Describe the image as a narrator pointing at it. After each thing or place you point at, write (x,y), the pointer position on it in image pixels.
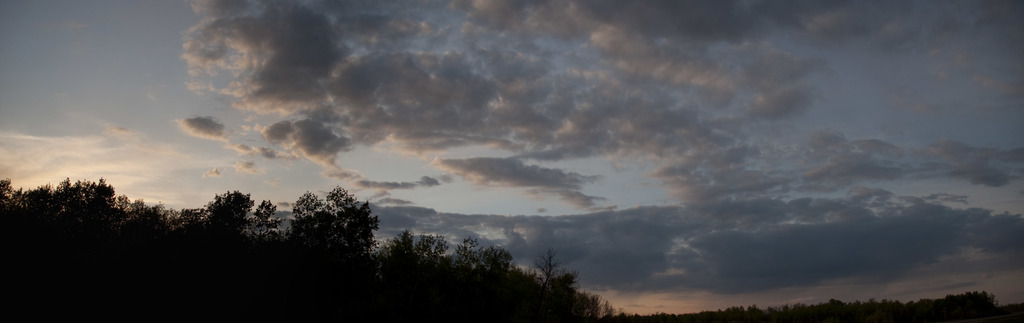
In this image I can see number of trees (887,308) in the front (300,266). In the background (324,19) I can see clouds (750,184) and the sky (222,115).
